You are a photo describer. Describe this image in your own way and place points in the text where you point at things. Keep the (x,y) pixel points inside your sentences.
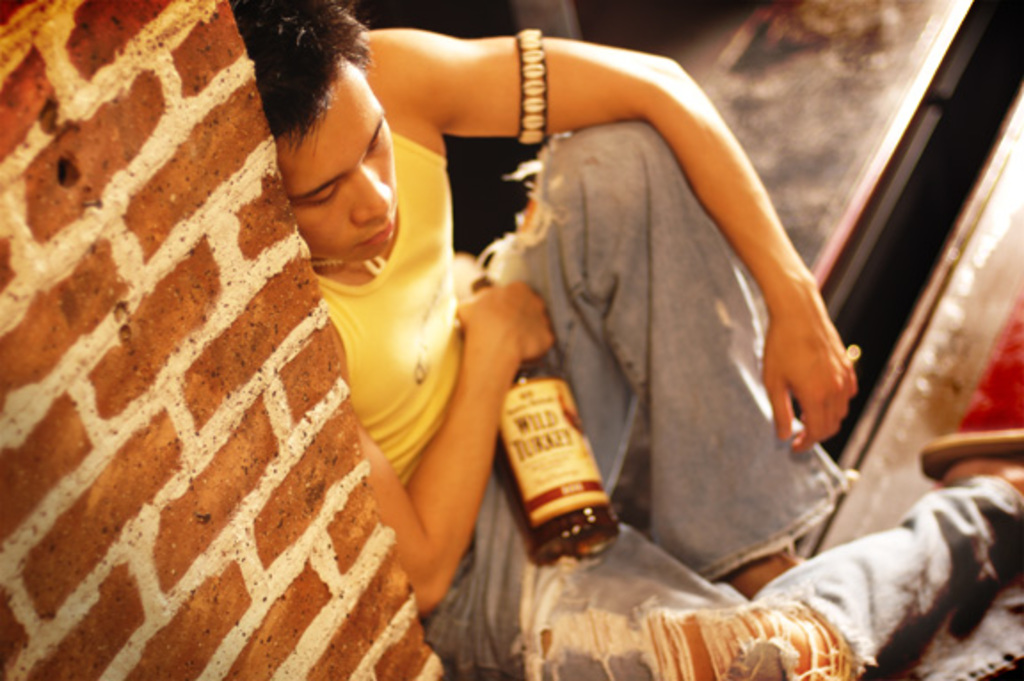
This picture shows a man (819,411) seated on the ground (810,248) and he is holding a bottle (530,484) with his hand (523,309) and we see a brick wall (300,437) and we see a band (525,70) to his another hand (555,78).
